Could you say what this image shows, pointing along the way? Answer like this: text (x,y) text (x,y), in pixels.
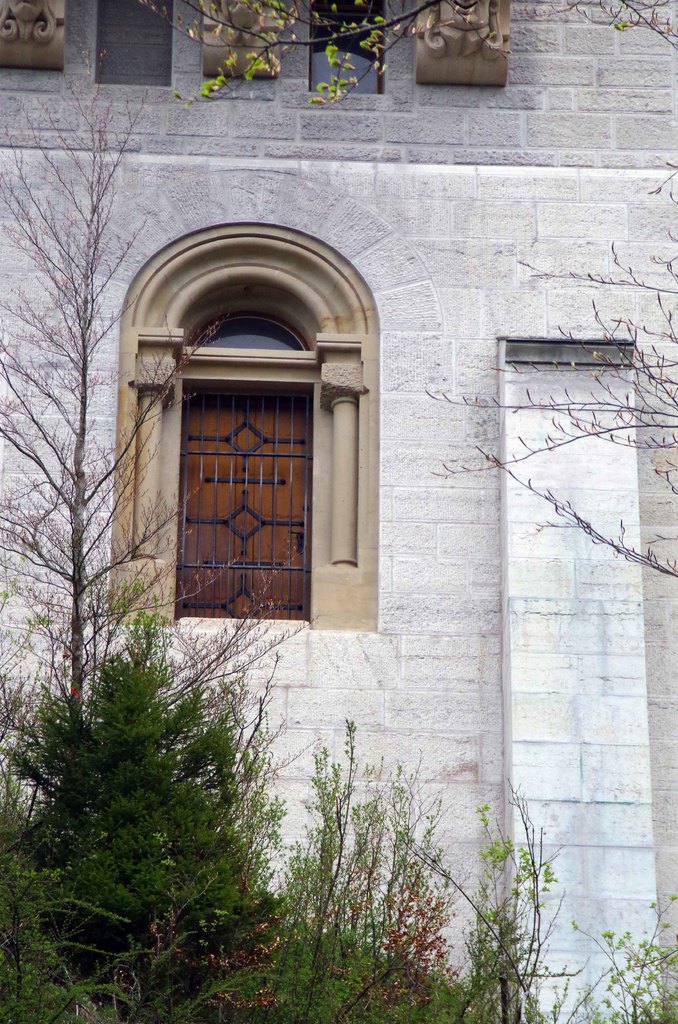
In this image we can see a group of trees (420,928) and some windows (356,556) on the wall (572,684).
